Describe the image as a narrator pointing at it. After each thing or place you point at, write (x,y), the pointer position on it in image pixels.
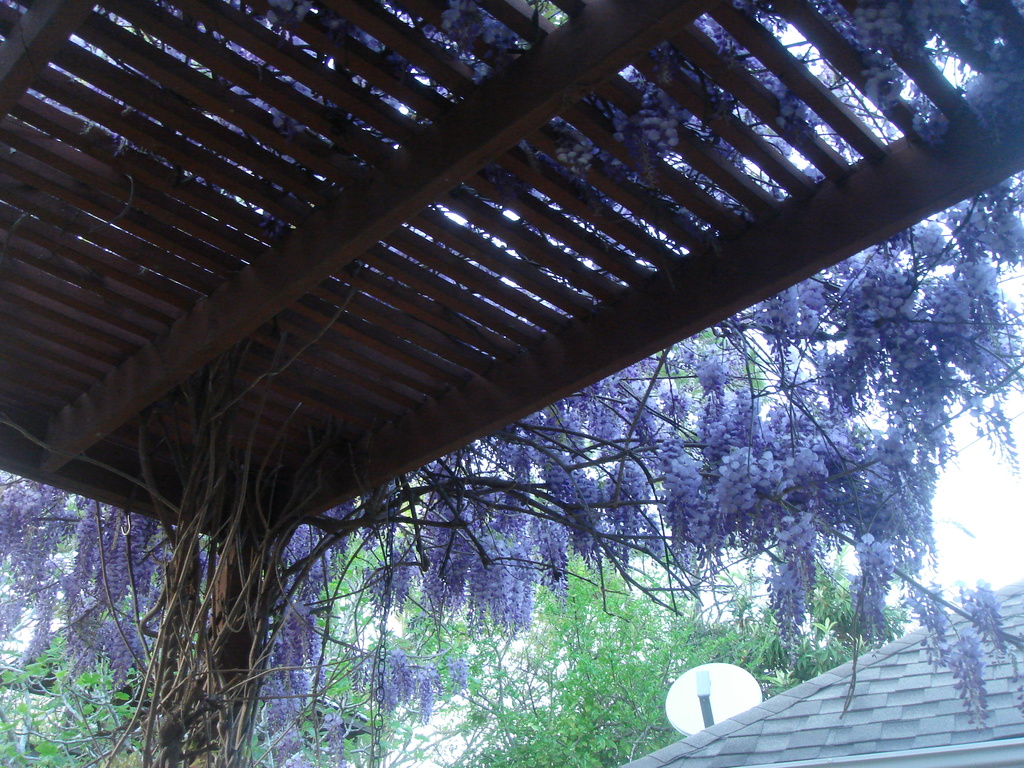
In the picture we can see a wooden shed (245,525) and from it we can see some trees (587,762), plants (149,708) and house roof (884,692) and on it we can see a dish (695,720).
